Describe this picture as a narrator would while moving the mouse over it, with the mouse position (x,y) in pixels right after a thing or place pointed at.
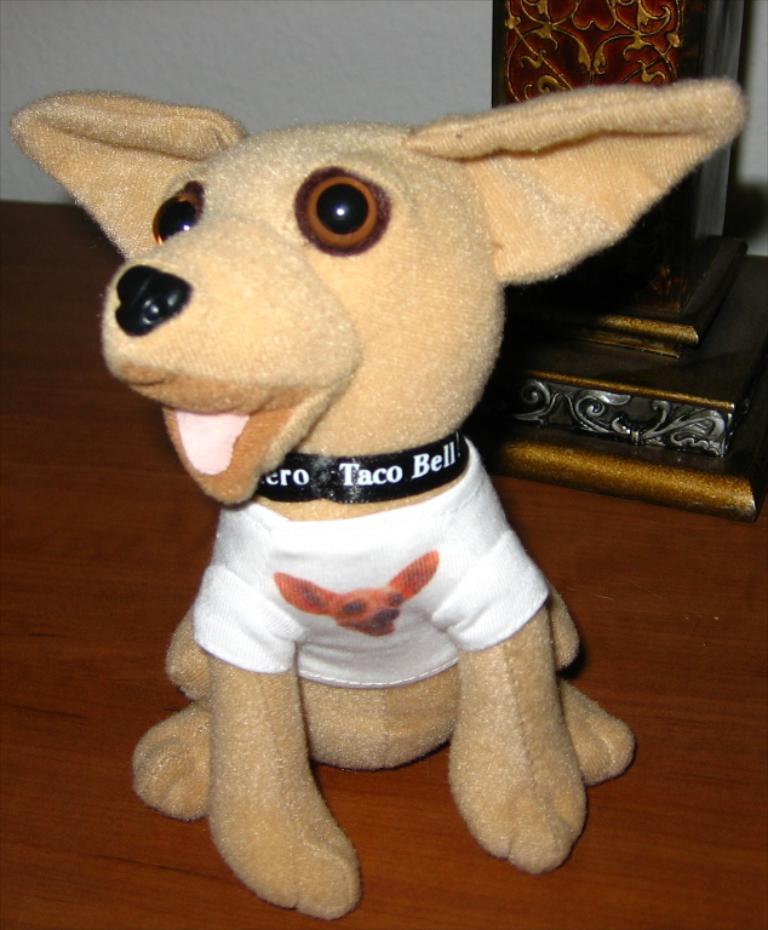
In this picture there is a doll (509,630) on the table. In the background of the image (644,14) we can see wall (455,64) and pillar (730,6).
